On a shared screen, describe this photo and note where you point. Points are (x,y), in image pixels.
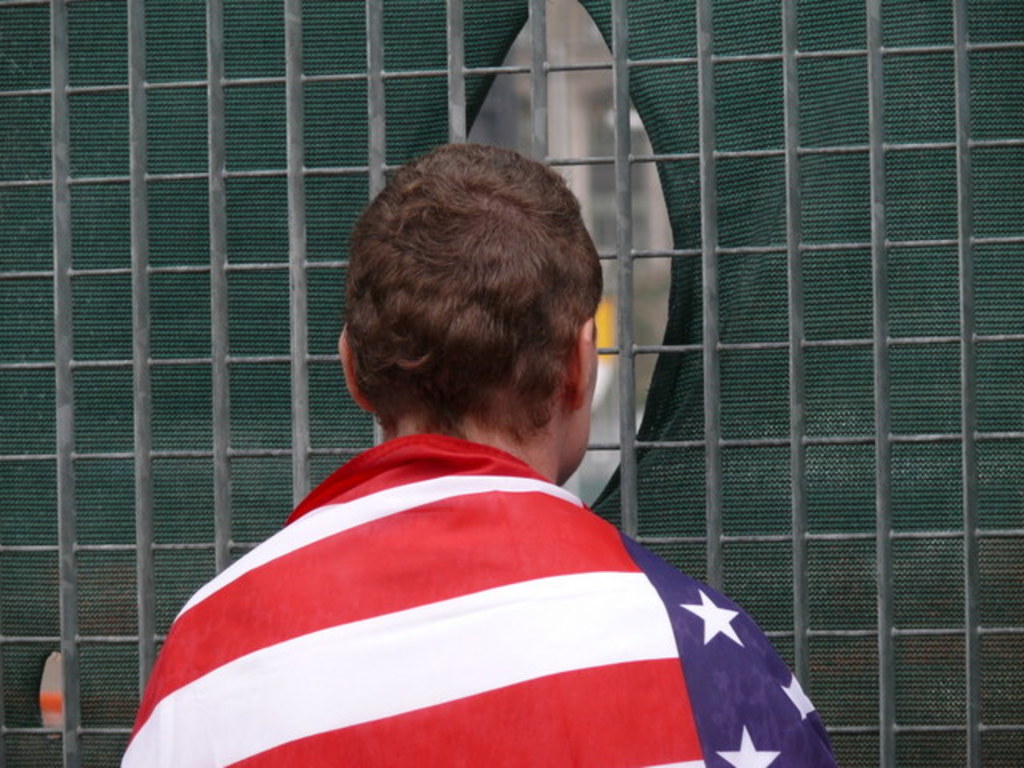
In the image we can see a person (419,601) facing back. Here we can see the flag of the country (536,679) and the mesh (804,369).
